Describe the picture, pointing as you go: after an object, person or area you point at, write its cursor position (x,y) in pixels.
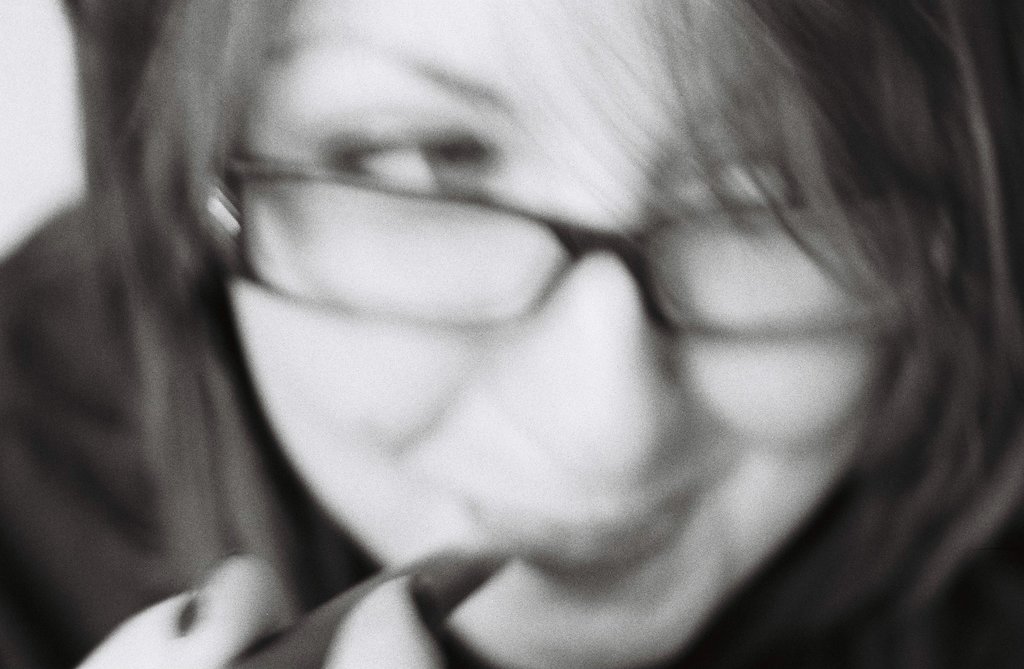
In this picture we can see a woman's face (633,323) in the front (631,335), she is holding something, it is a black and white image.
